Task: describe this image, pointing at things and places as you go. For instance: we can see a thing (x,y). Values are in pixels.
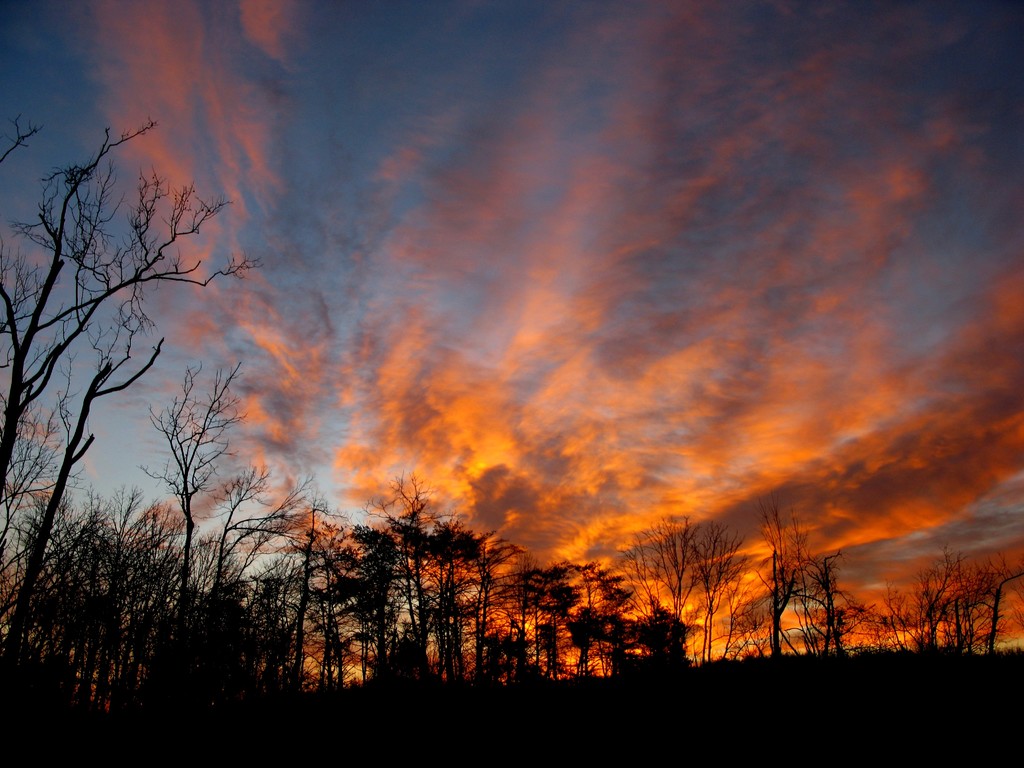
In this image we can see there are some trees (446,607) and in the background (748,261), we can see the sky (759,271) with clouds (733,296).
